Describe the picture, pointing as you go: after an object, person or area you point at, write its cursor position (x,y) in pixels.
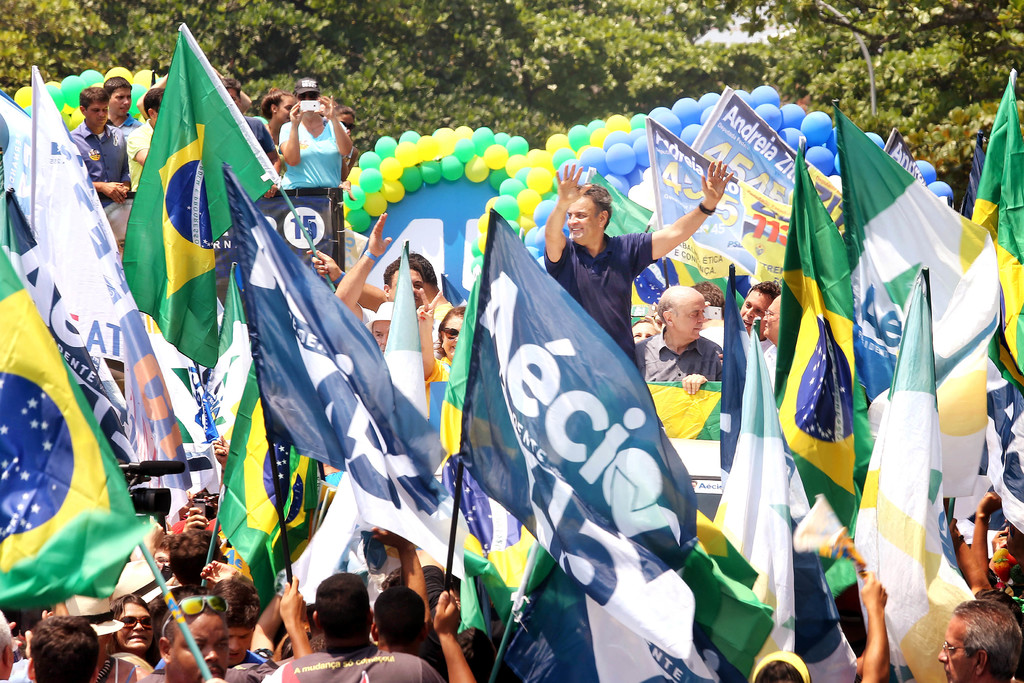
In this picture we can see some people (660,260), some of them are holding flags (347,434), there are balloons (515,172) and banners (751,150) in the middle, in the background (823,98) we can see trees (549,38).
